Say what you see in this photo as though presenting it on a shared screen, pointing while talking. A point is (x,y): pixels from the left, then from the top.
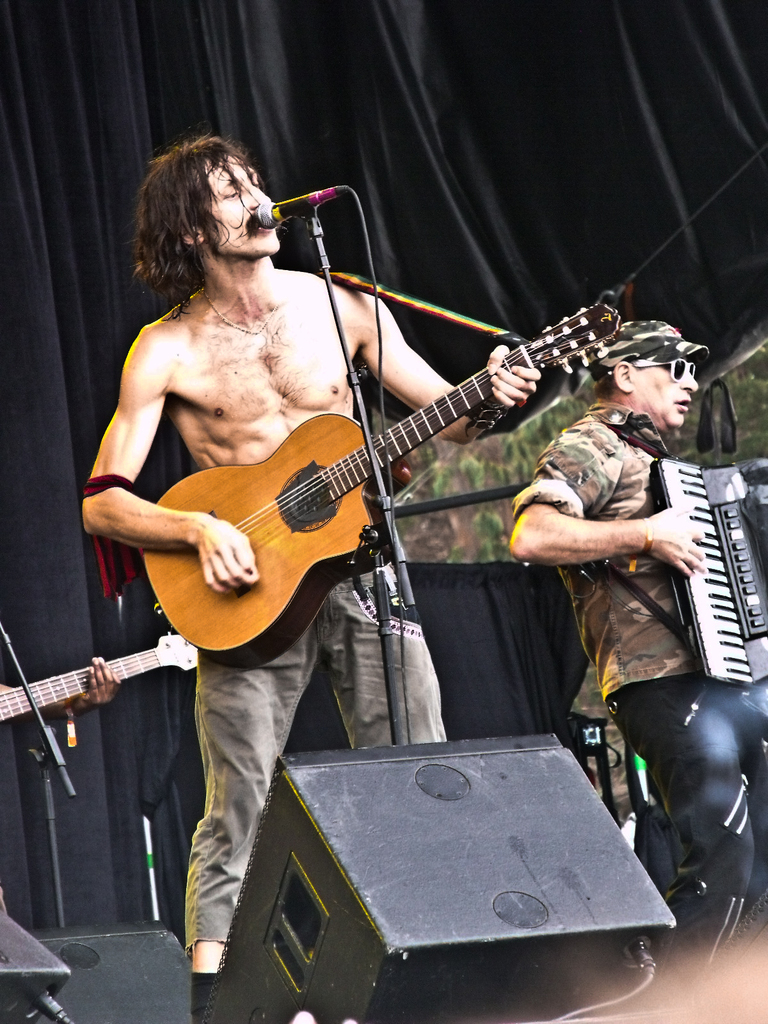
In the image there are three people (689,524) who are playing their musical instruments (307,517). In middle (317,412) there is a man (281,292) who is playing his guitar (322,430) in front of a microphone (267,214). On right side (621,450) there is a man (645,497) who is holding keyboard (745,538) and playing it. In background (468,65) there is a black color curtain (456,371) on bottom (519,881) we can see speakers (279,968).
